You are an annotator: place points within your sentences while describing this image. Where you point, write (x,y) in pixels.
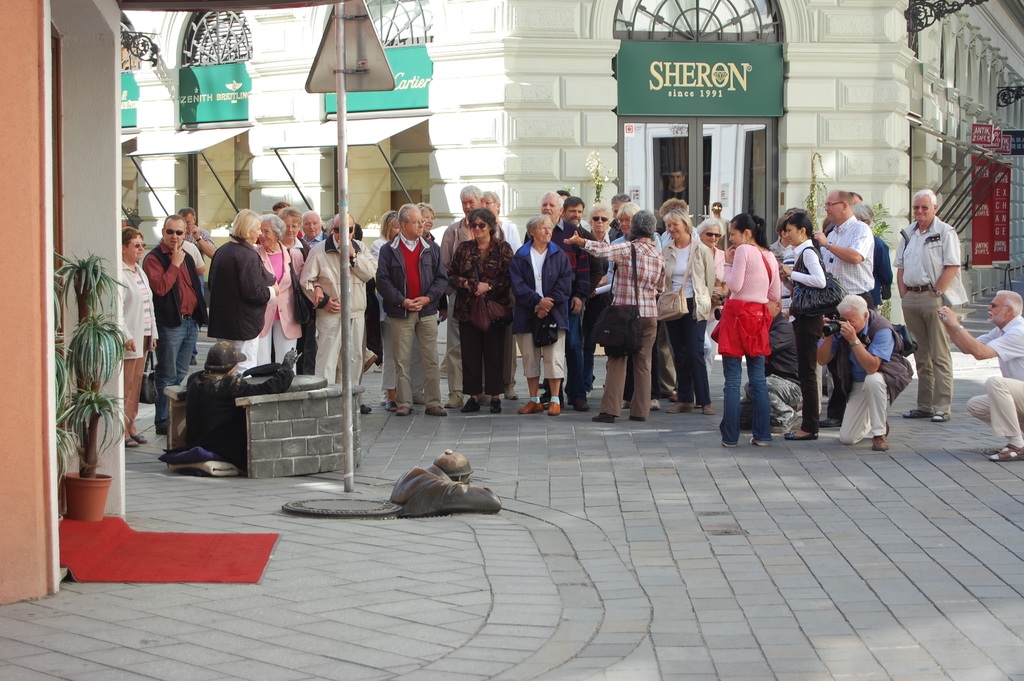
In the foreground (43,379) we can see pavement (527,589), plants (72,448), carpet (172,552), wall (64,237), road (409,462) and some objects (407,500). In the middle (409,343) we can see people (436,308) and other objects (350,378). In the background (684,112) there are buildings (567,91).
